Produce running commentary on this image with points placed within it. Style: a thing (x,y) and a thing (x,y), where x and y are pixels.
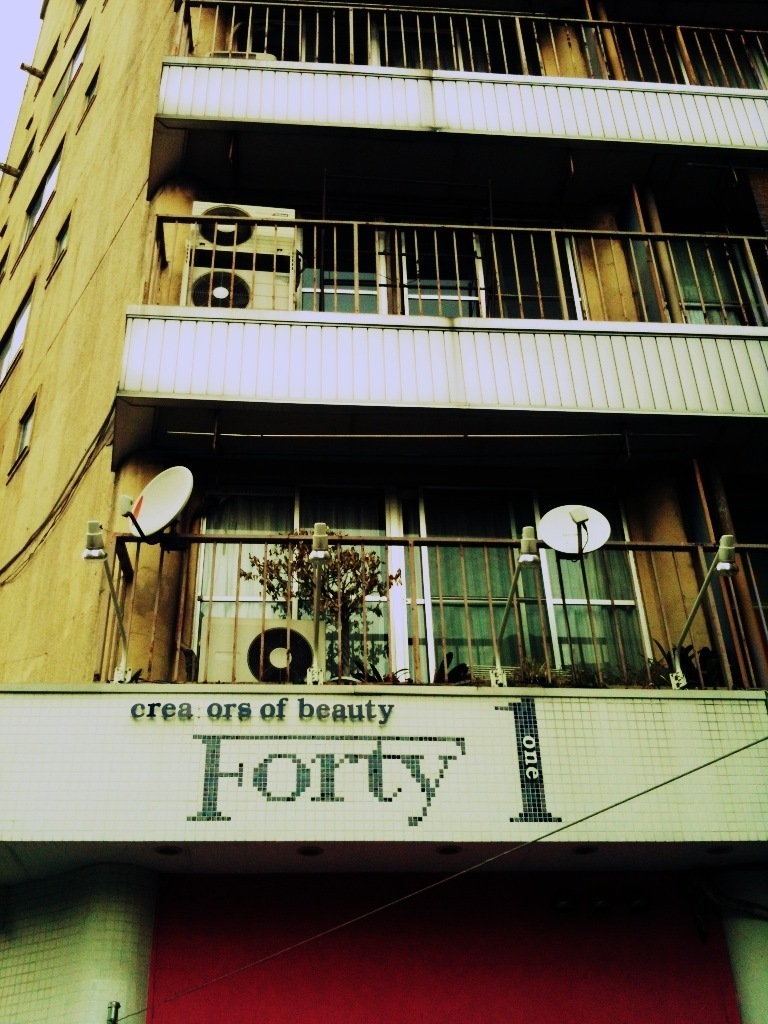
In this image, there is a multi storey building (115,198), there is fencing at each floor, there is FORTY displaying the bottom of the building (497,807).
